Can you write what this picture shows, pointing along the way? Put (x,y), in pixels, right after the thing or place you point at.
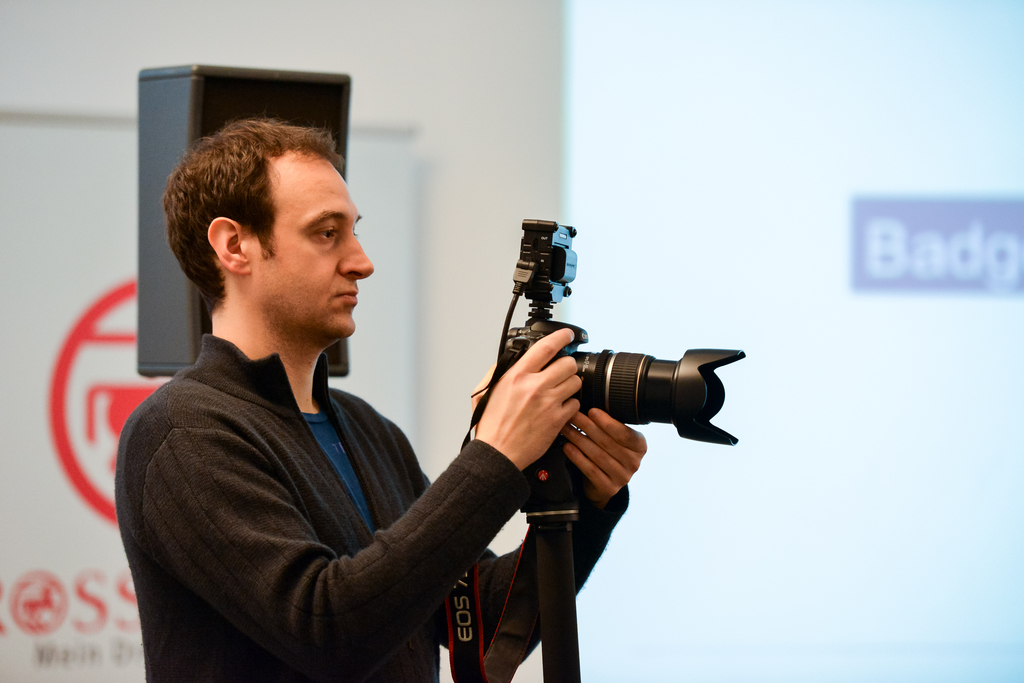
In this image I can see a person (239,477) wearing black and blue colored dress (233,491) is holding a black colored camera (633,373) in his hands (550,372). In the background (895,119) I can see a speaker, a screen (876,119) and a white and red colored banner (102,289).
